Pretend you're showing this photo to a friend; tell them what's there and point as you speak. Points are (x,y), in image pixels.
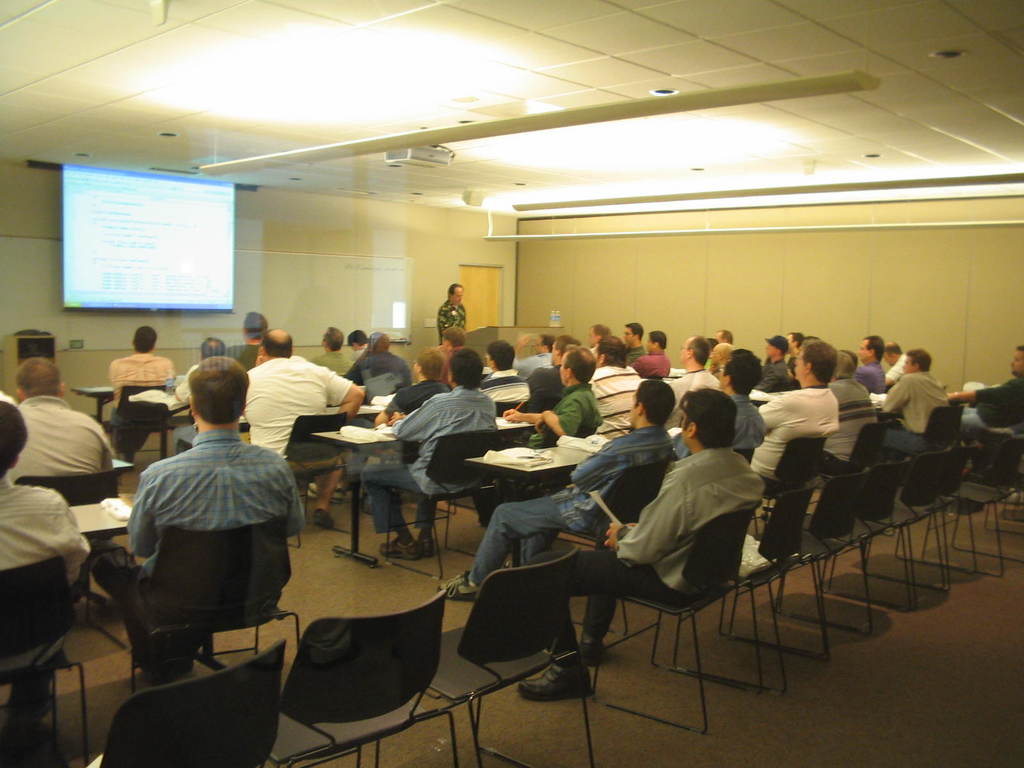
In the left (183,193) there is a projector screen (150,251). At the top (434,161) there is a projector (414,148) and light (368,72). I think this is a classroom (564,436), there are many people (395,398) sitting on the chairs (535,607). In the middle (478,336) there is a podium (500,333) in front of podium (490,343) a man (446,319) is standing. On the left (187,521) there is a person (218,487) sitting on the chair (209,584) he wear a check shirt (232,492). In the right (735,283) there is a wall (757,287) and door (479,277).
